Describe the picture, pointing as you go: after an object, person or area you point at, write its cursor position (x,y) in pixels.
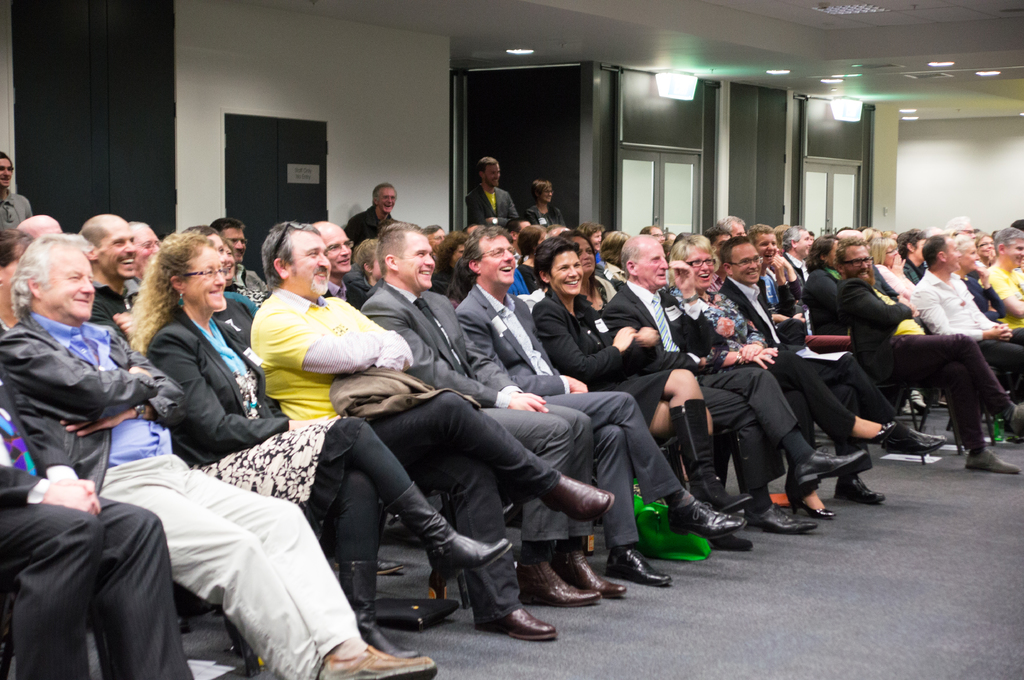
In this image we can see these people (153,327) are sitting on the chairs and smiling. In the background (8,192), we can see these four persons (5,189) are standing and smiling, we can see the wall (198,105), doors (846,194) and the ceiling lights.
